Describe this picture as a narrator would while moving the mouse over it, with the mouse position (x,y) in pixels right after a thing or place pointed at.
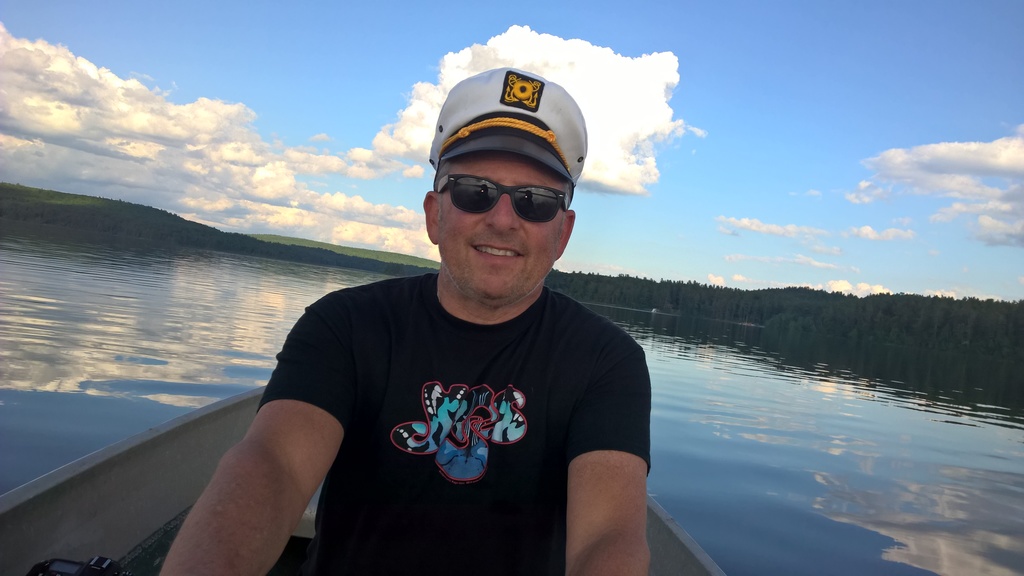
In the center of the image (476,308), we can see a man (363,392) on the boat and wearing a cap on his head (509,196). In the background (705,286), we can see trees (644,280) and hills (167,222). At the bottom (774,469), there is water (773,451) and at the top (720,95), there are clouds (672,82) in the sky (803,134).
